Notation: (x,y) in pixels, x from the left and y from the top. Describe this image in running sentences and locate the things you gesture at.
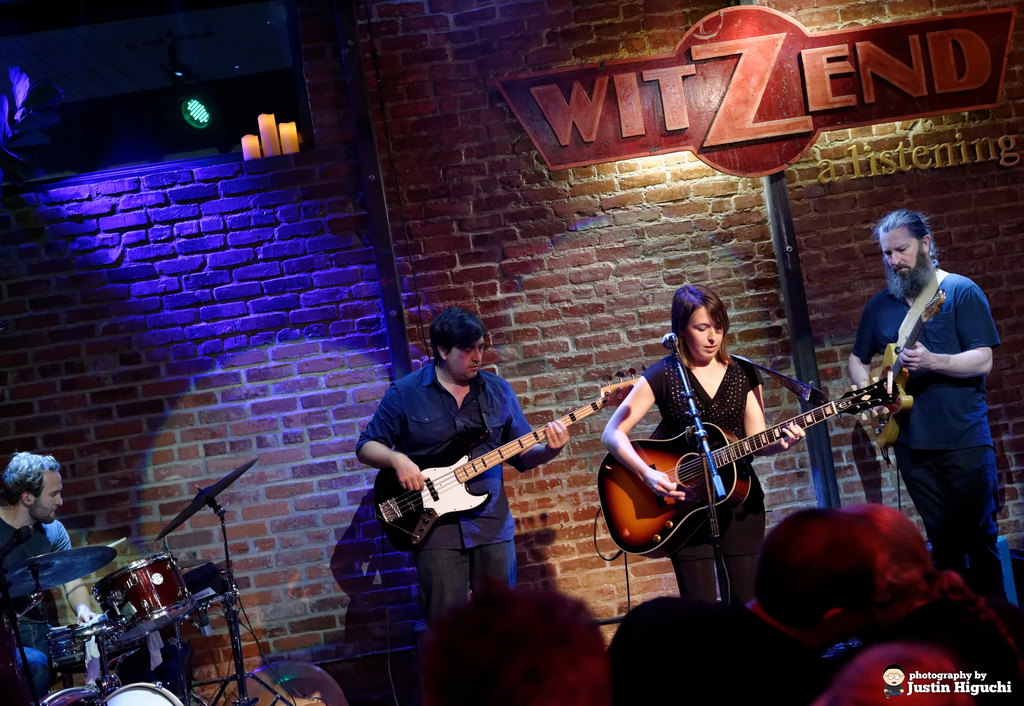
There are four members (932,366) in this picture. Three of them (918,366) were playing guitars (457,471) in their hands (412,461). One of the guy (48,510) in the left side (34,503) is playing drums (51,657), sitting in front of them. In the background (261,310) there is a wall (590,278).
